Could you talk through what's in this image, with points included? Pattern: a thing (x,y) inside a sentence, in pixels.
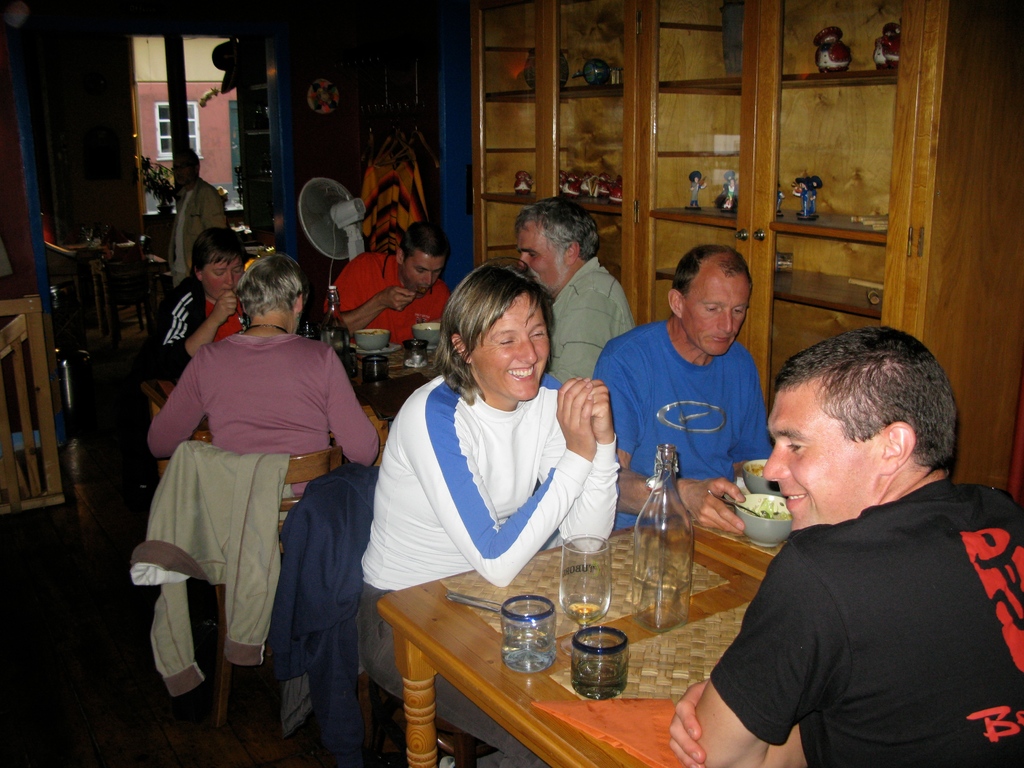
This is a picture in a restaurant (42,581), there are group of people (797,406) sitting on a chair (302,469) in front of the people (586,456) there is a table (500,626) on the table (464,635) there is a glass (525,649), glass bottle (661,568), bowl (768,529) on bowl (755,527) there is a food (766,515). Background of this people (445,335) there is a shelf (633,134) on the shelf (731,158) there are the toys (839,54).
